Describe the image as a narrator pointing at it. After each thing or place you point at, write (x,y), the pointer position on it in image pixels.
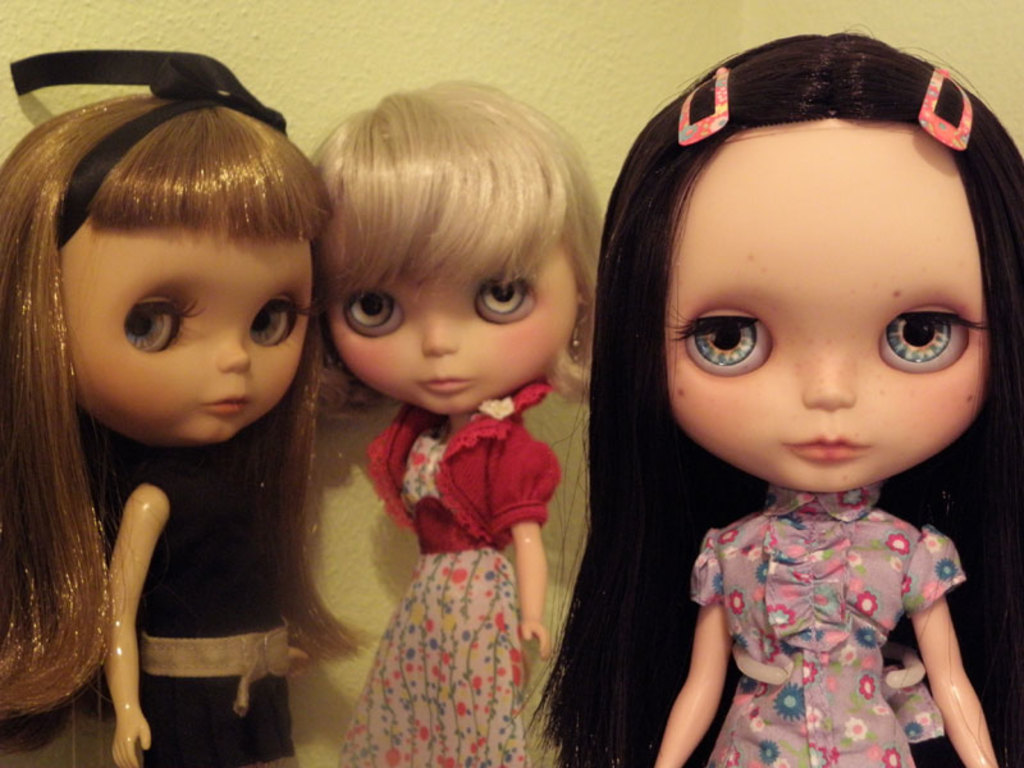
In this image we can see three dolls (520,304), also we can see the wall (607,32).
